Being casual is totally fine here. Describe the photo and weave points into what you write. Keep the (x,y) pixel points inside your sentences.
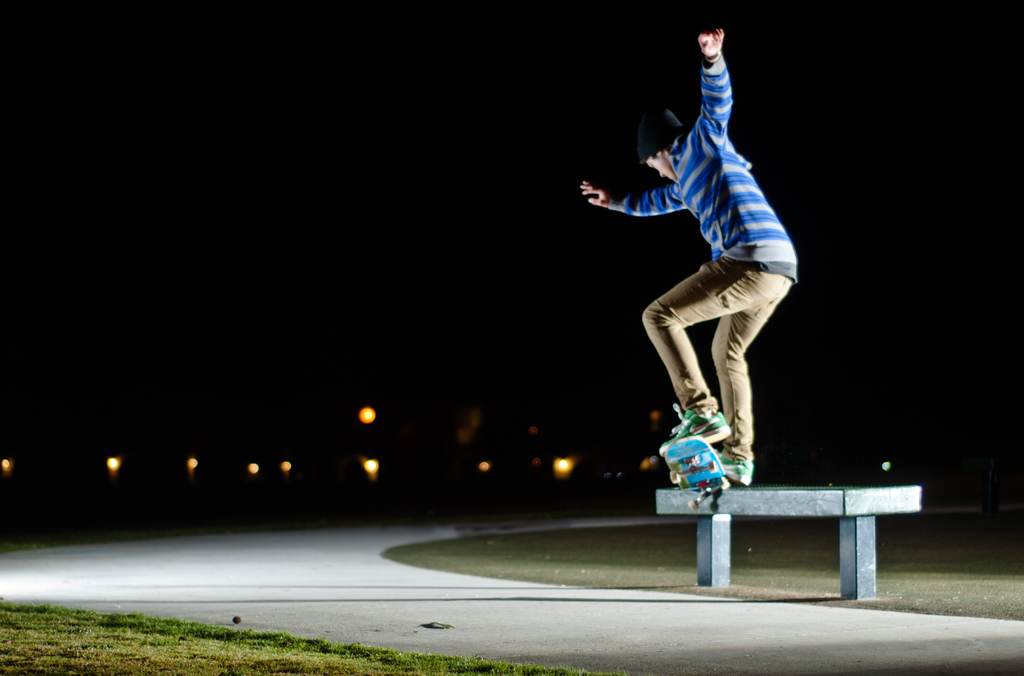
In the image we can see a person (736,279) wearing clothes (725,288), cap (655,139) and shoes (719,434). Here we can see a skateboard (693,465), road (373,536), grass (99,634), bench (718,502), light (373,415) and a dark sky (206,137).
